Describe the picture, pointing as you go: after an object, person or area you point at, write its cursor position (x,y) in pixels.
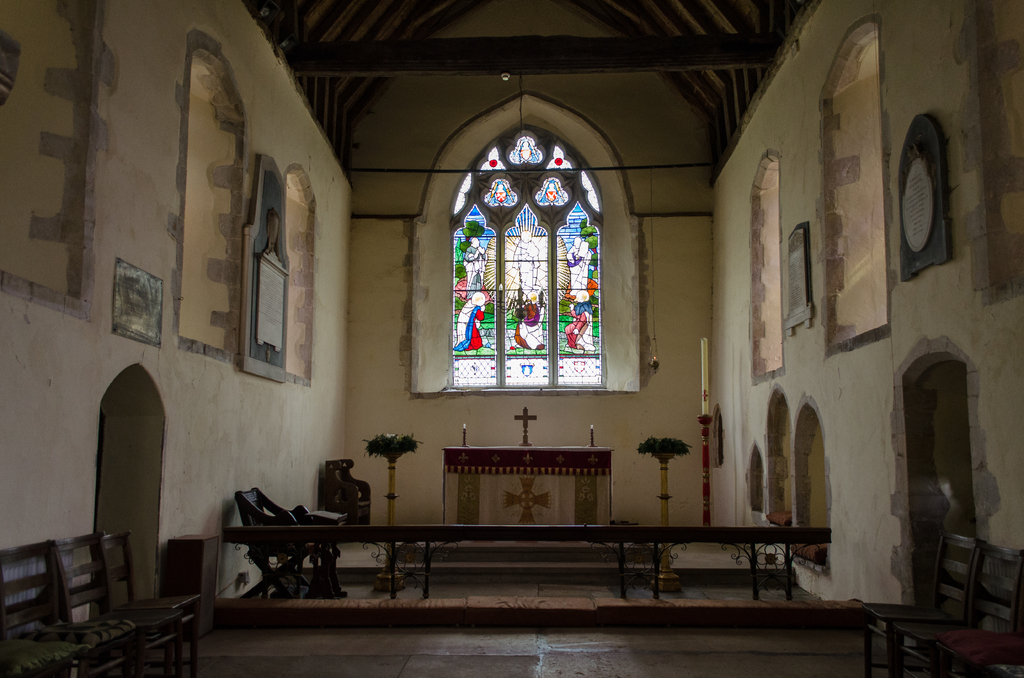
In this image I can see a wall (35,468), chairs (177,619), fence (393,570), metal rods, windows (230,86), door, boards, houseplants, table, pillar (664,504), rooftop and paintings (536,236) on a wall (435,423). This image is taken may be in a church (505,538).
